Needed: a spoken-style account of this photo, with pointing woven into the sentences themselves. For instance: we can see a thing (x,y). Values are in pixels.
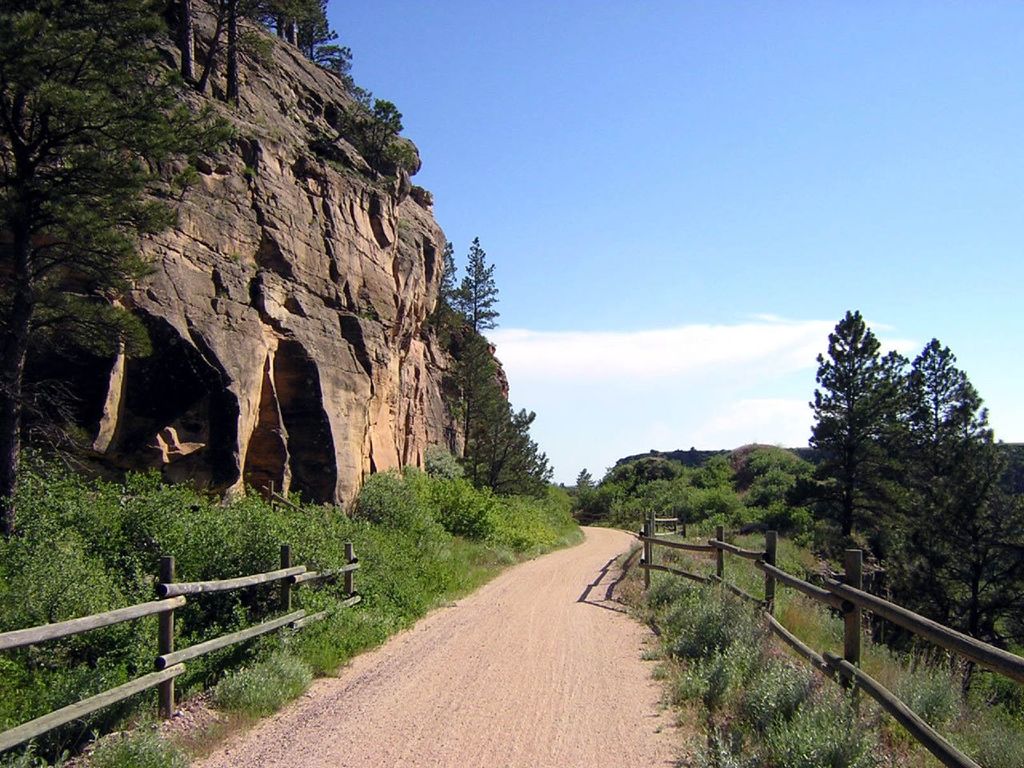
In the image we can see rock (178,242), trees (122,255), plants (237,531) and the grass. We can even see a path (528,642), wooden fence (170,647) and the cloudy pale blue sky (671,267).
